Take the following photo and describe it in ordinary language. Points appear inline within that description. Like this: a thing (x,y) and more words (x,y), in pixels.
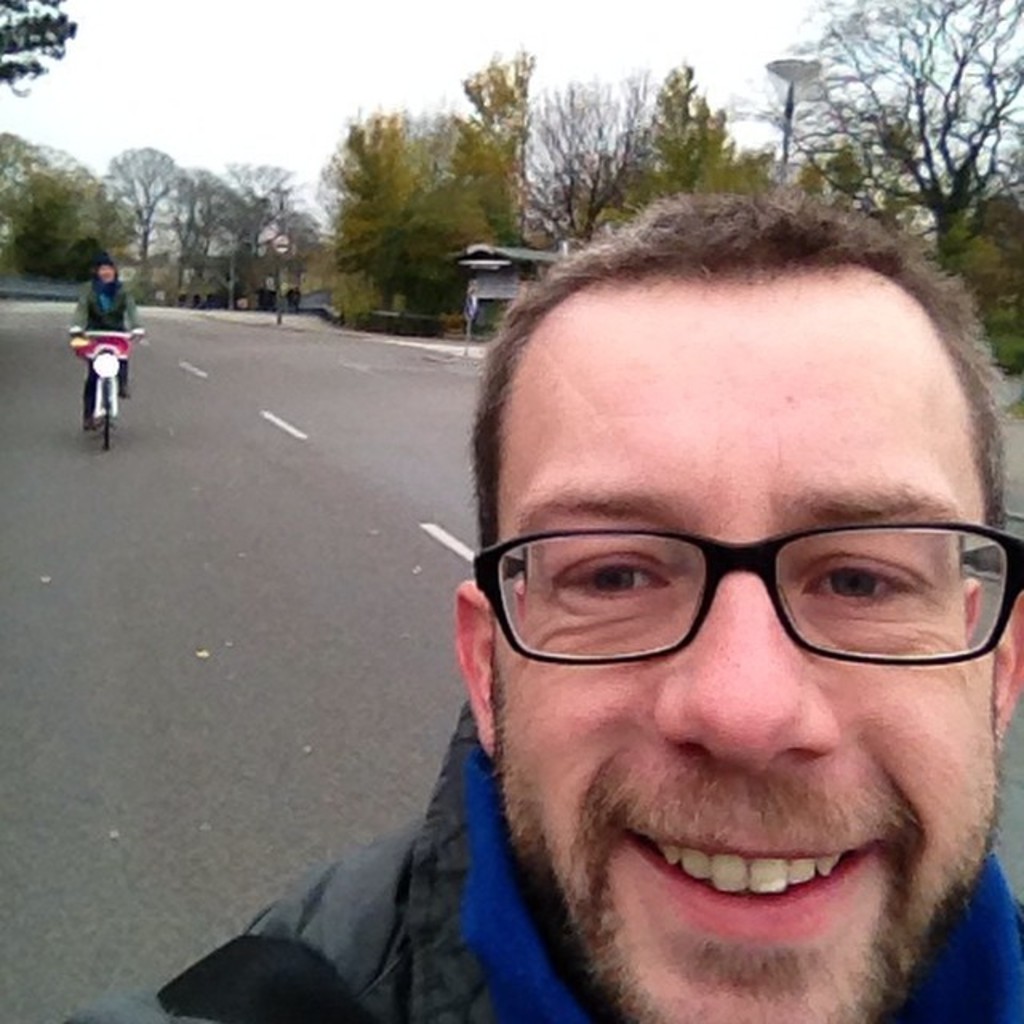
This picture is clicked outside the city. In front of the picture, we see a man (445,869) in the grey jacket (422,877) is wearing the spectacles (713,553) and he is smiling. He might be clicking photos. At the bottom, we see the road (207,744). Behind him, we see a man (121,312) is riding the bicycle (93,357). There are trees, buildings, poles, boards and street lights (779,65) in the background (415,187). At the top (85,86), we see the sky (415,114).
